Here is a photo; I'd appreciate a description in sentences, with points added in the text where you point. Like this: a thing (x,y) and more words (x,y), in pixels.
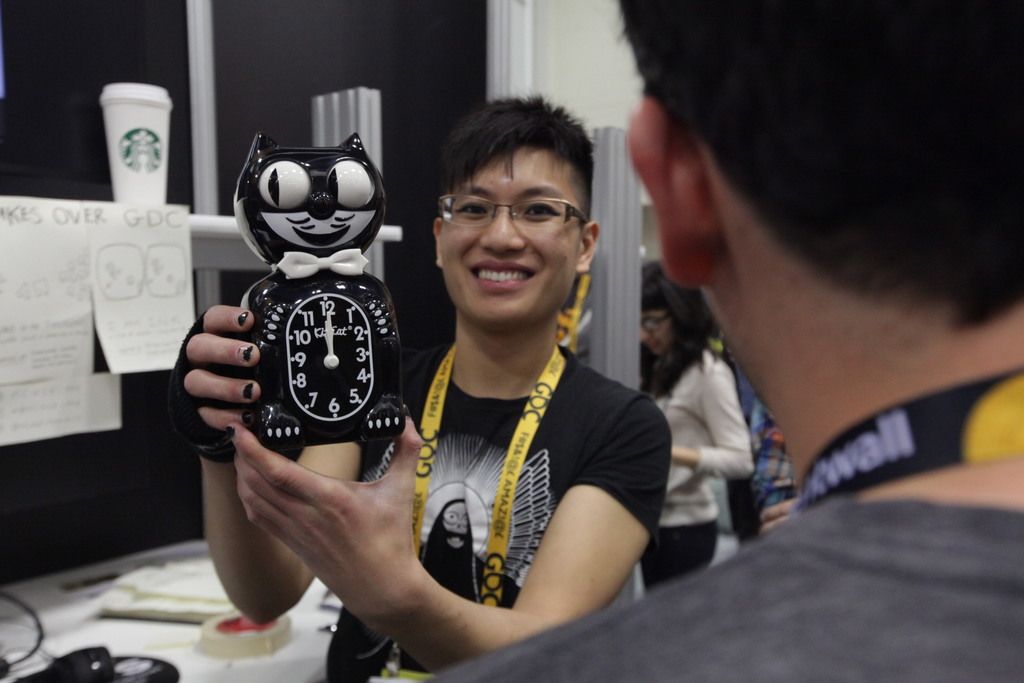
In the front of the image (518,498) there are two people (844,579) and wore tags (853,473). Among them one person (552,409) wearing spectacles (508,209) and holding a clock (330,351). In the background of the image (391,225) there are papers (138,284), a cup (132,117), a woman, wall (221,68), table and things (110,575). Something is written on the papers (161,263) and tags (853,458).
